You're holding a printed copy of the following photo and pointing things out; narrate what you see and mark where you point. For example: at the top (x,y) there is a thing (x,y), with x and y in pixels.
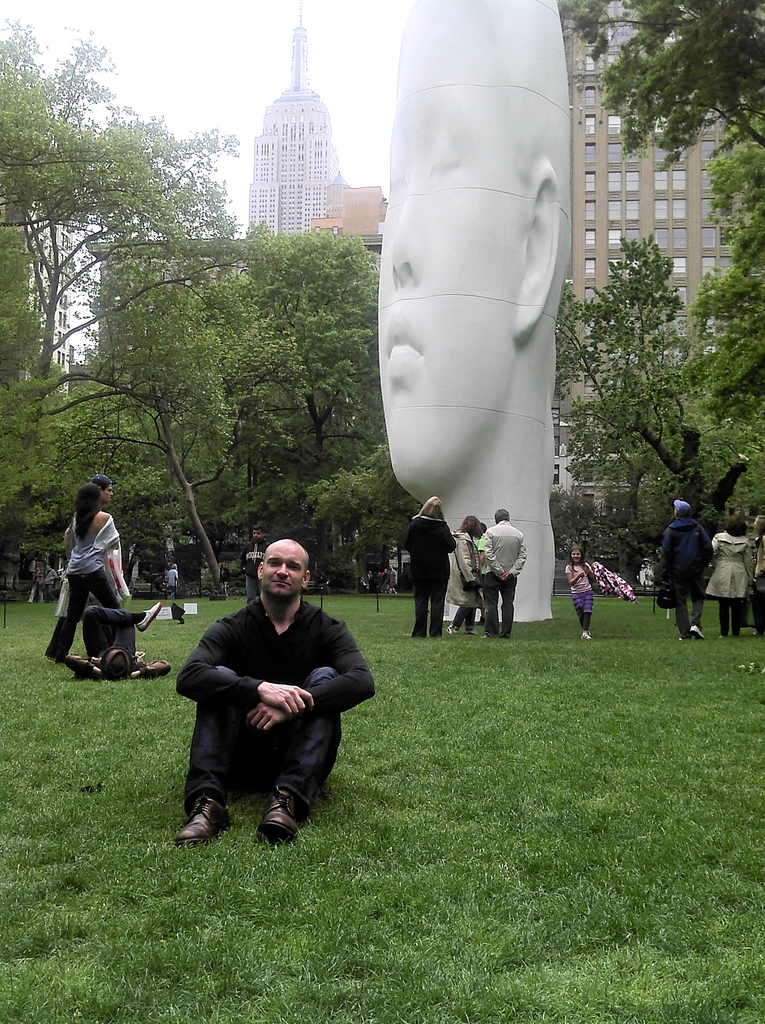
In this picture I can see there is a man (310,795) sitting on the grass (143,641) and in the backdrop (694,558), there are a few more people (82,520) standing, there is a statue (437,309) of a face (504,276) of a man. There are trees (148,427) in the backdrop (149,442), there are buildings (595,252) with glass windows (634,235) and the sky (253,61) is clear.
